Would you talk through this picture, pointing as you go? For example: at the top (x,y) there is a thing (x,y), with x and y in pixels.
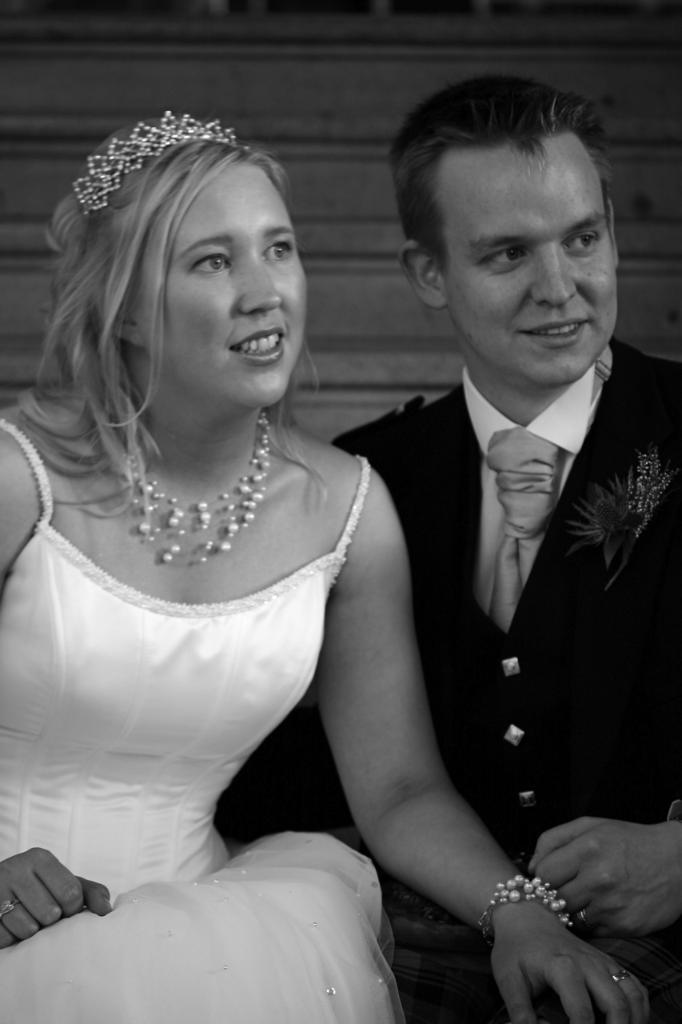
In this image there is a lady (239,635) and a man (494,600). The lady (351,667) is wearing white gown (199,722), crown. The man (549,622) is wearing suit (543,614). In the background (352,379) there are stairs (331,155).
